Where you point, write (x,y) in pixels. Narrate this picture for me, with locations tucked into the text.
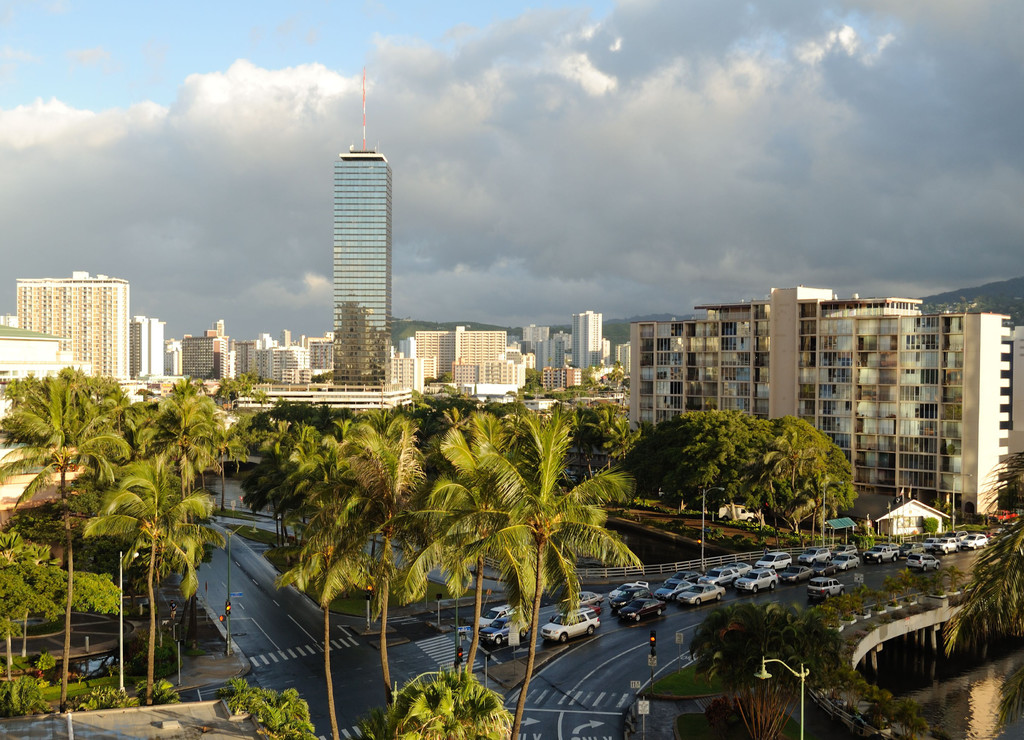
This image is a aerial view. In this image we can see trees (440,463), road (392,667), traffic signals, vehicles (482,620), water (948,688), bridge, tower (353,266), hill (995,292), sky (957,286) and clouds (151,215).
